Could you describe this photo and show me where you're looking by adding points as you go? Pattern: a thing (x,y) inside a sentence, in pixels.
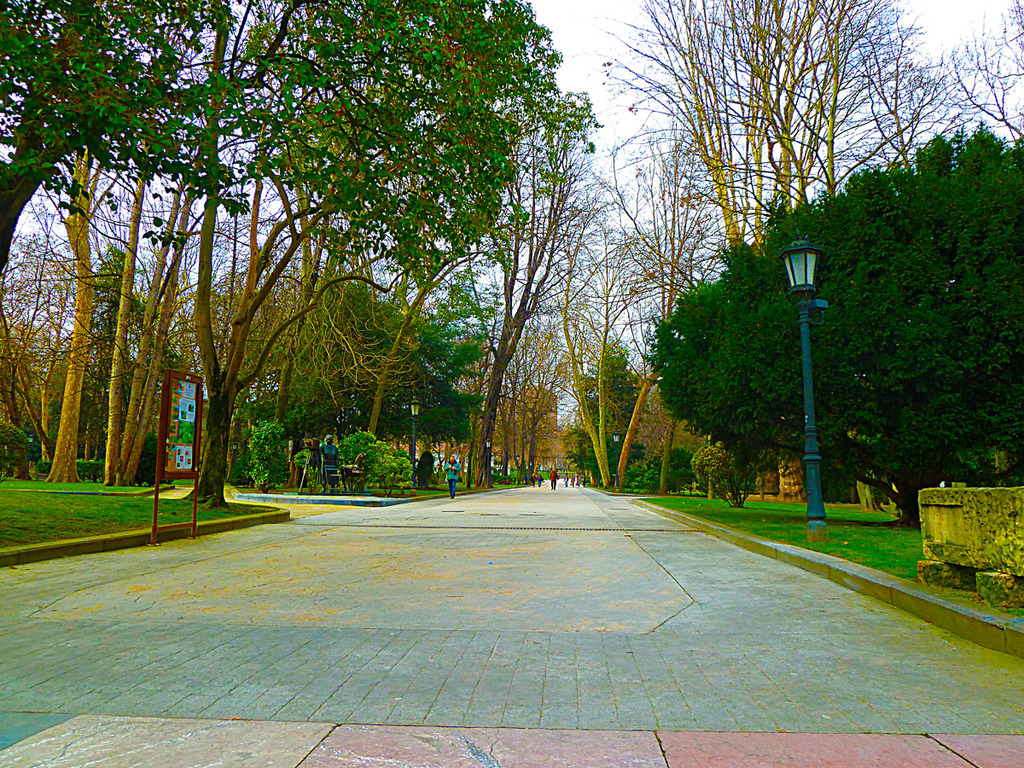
In this picture I can see trees (526,423) and a road (388,618). On the right side (994,547) I can see street light (819,527) and some other objects (967,546) on the ground (988,624). On the left side (198,379) I can see brown color board (197,381) and the sky (198,220) in the background (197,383).
